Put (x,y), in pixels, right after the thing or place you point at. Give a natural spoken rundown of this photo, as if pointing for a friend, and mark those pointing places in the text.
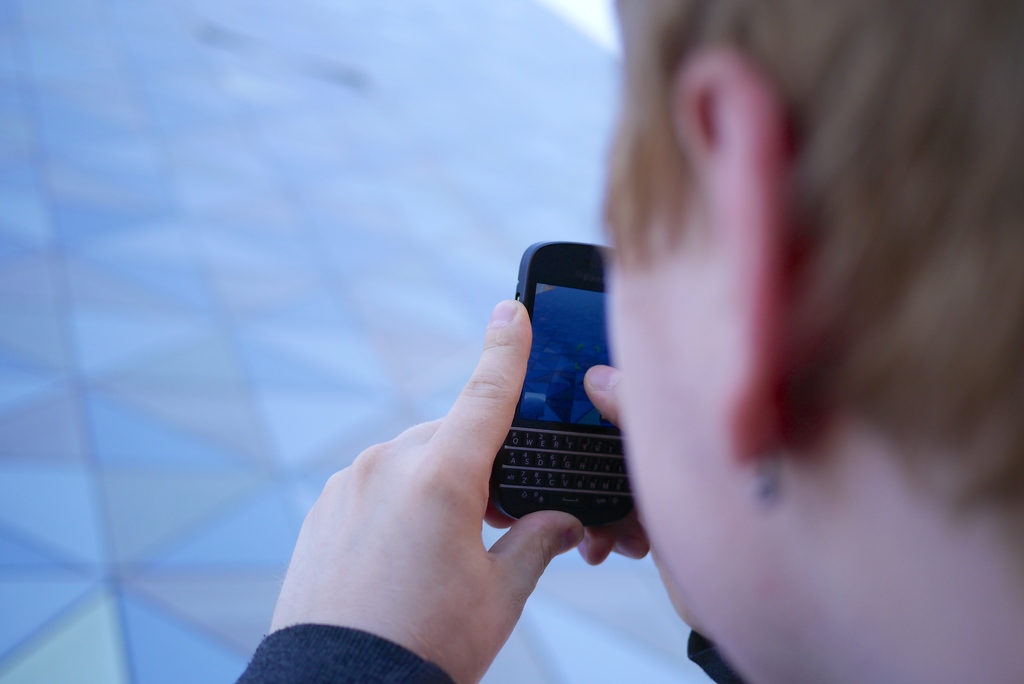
In this image a person (796,493) is holding a mobile phone (563,347). He is on a street (199,311).
